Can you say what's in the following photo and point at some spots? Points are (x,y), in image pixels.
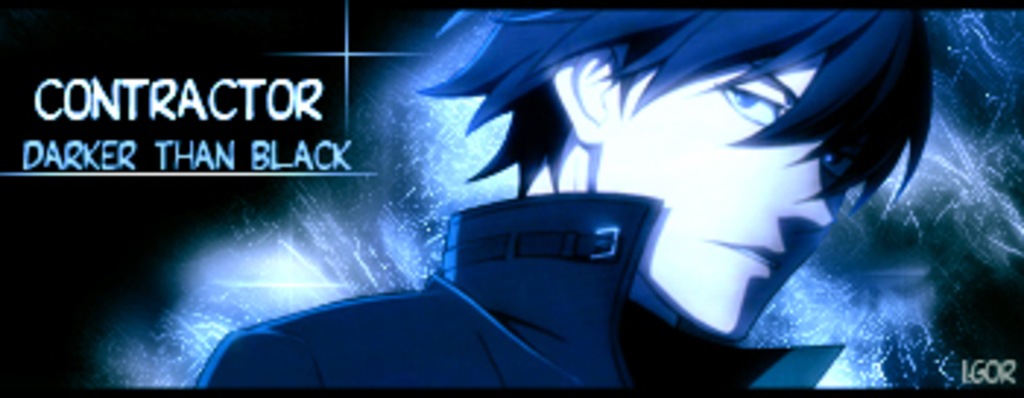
In this image there is a digital art of a man (696,170). On the left side (153,114) there is some text (120,153).
